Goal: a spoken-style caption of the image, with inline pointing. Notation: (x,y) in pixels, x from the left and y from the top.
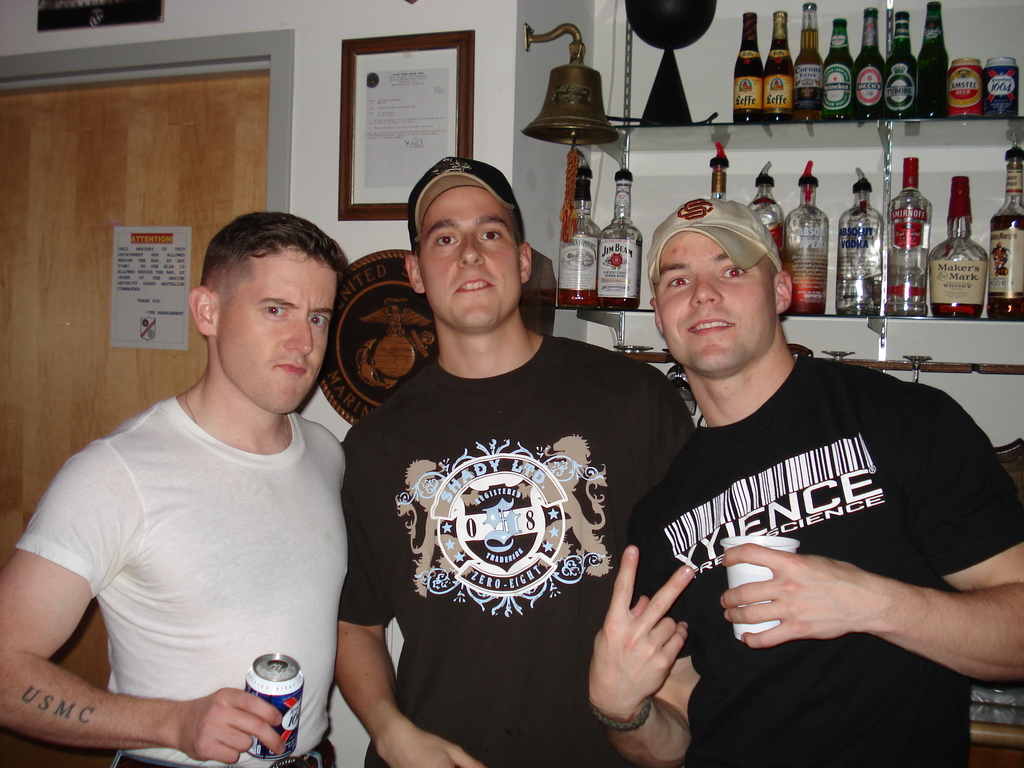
There are men (474,397) standing in the center of the image (413,482) and there are bottles (619,245), door (205,172), frame (360,153), poster (172,326) and bell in the background area (374,193).
